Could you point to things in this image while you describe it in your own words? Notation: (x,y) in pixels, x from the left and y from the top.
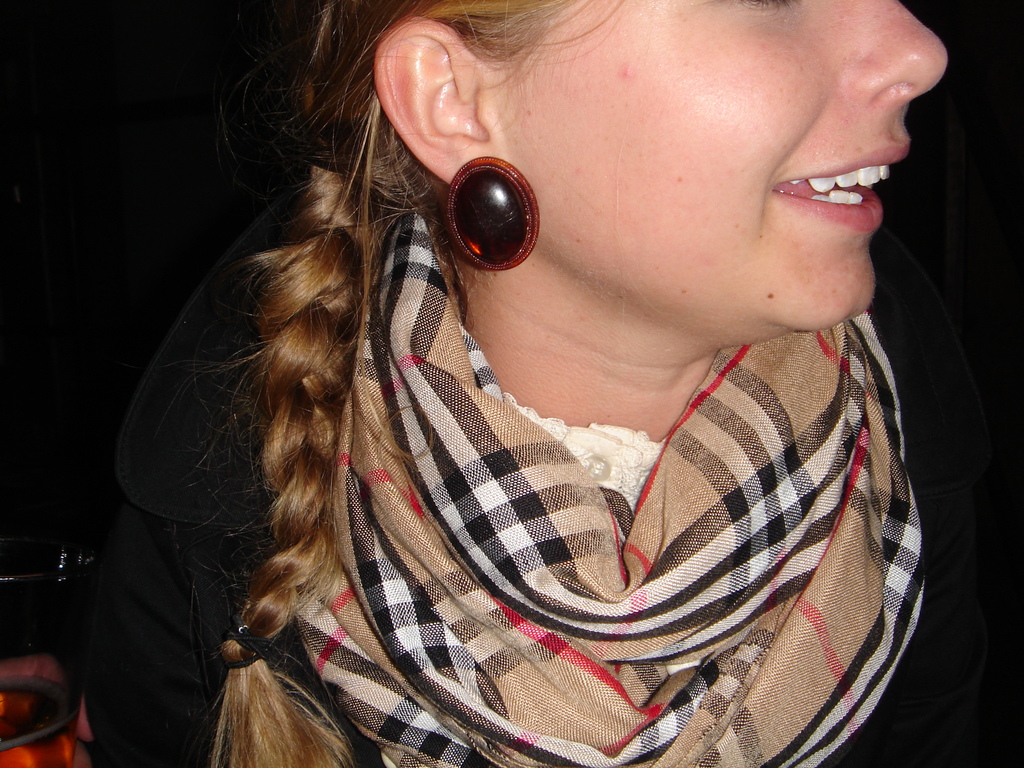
In this image I can see a person (325,581) and the person (785,707) is wearing cream and black color scarf (567,463) and black color shirt (238,519) and I can see dark background (5,432).
